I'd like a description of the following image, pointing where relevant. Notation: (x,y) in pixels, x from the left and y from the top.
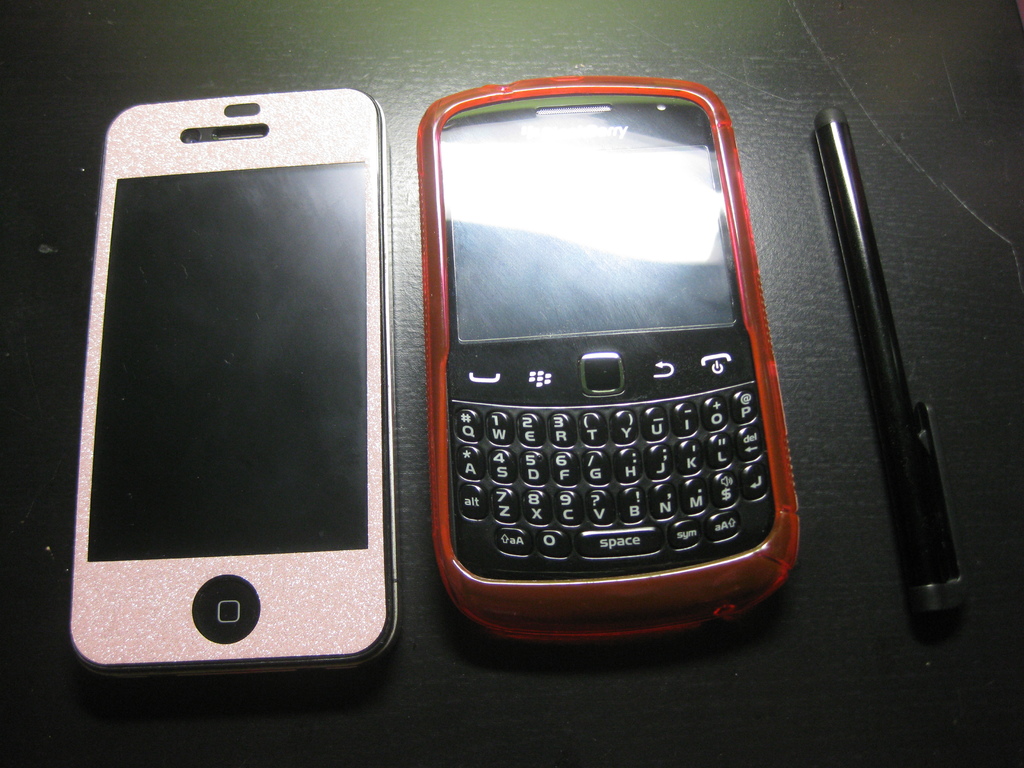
In the image we can see two electronic devices (279,351) and a pen (898,421) kept on the solid surface (877,468).
